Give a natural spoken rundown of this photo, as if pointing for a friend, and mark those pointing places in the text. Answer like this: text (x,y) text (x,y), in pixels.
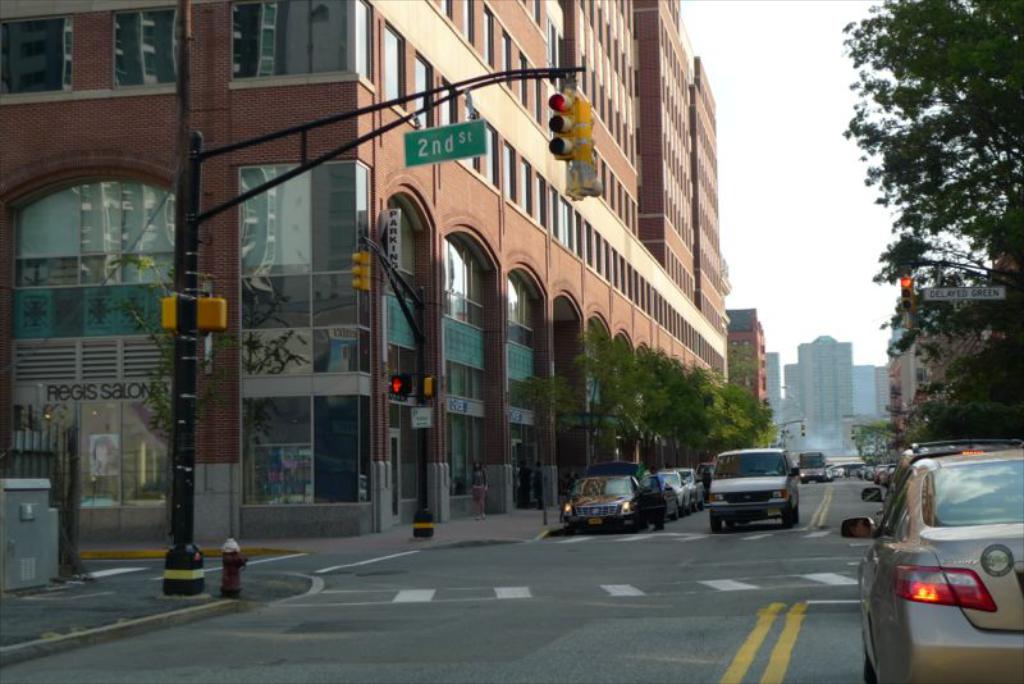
In the image there is a road (757,543) and on the road (797,567) there are vehicles (792,501), around the road (385,610) there are trees (1020,355), buildings (493,241), traffic signal poles (409,101).
